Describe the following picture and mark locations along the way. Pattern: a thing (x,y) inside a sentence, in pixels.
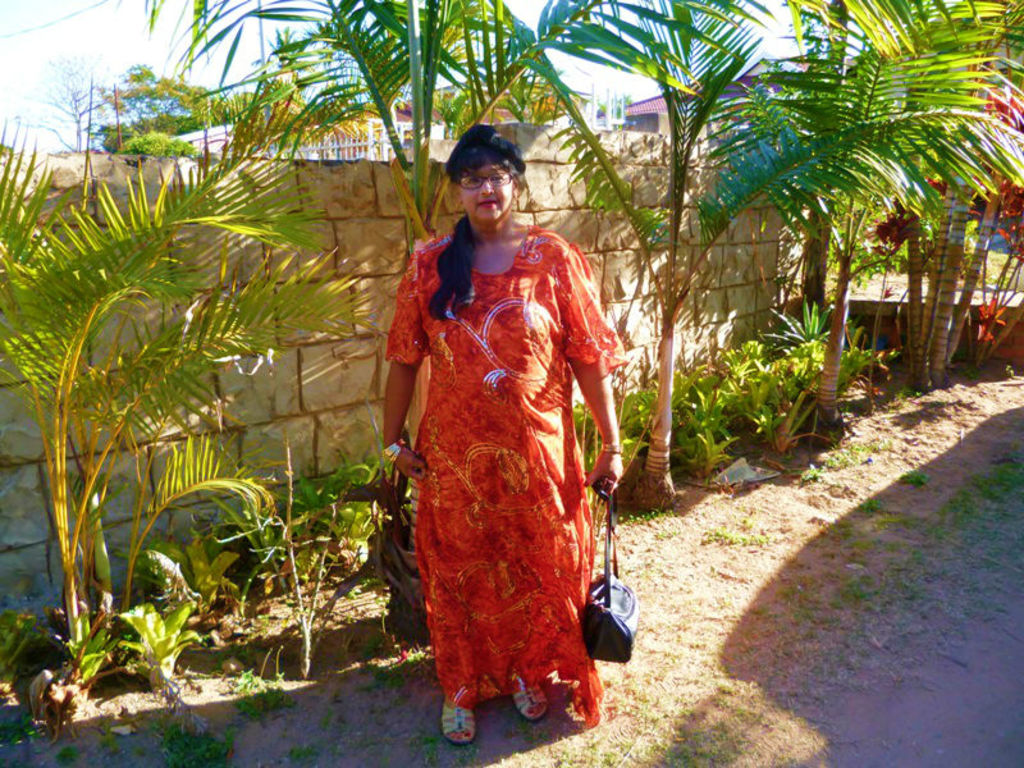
In this image in the center (451,315) there is one woman (474,417) who is standing and she is holding a bag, and in the background (223,361) there is a wall (575,174), plants (201,590) and some houses (737,92). At the bottom (720,686) there is a walkway (904,672) and some grass (924,554), and at the top of the image (316,5) there is sky (99,39).
